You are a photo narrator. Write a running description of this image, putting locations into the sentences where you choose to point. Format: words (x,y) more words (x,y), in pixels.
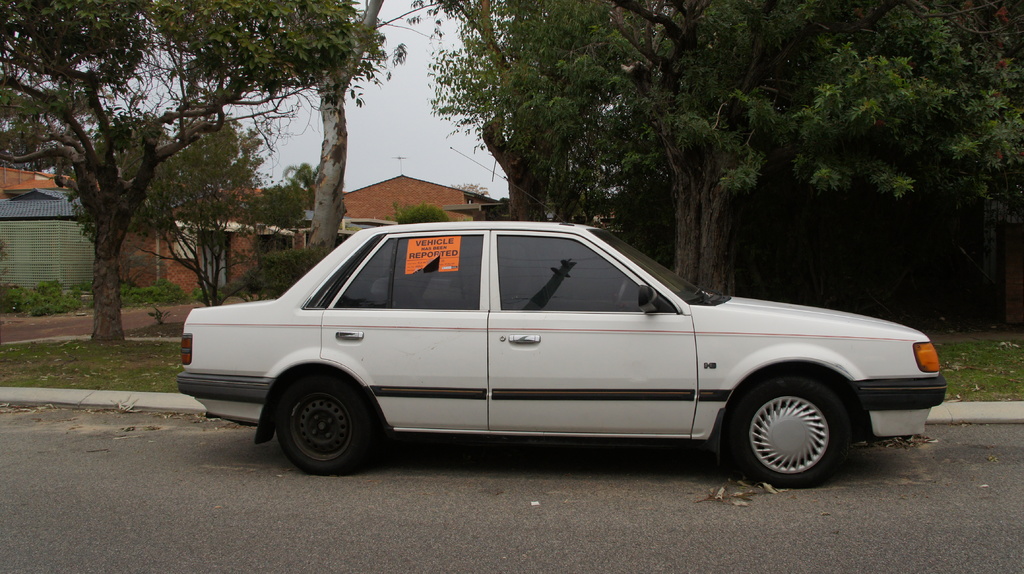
Here in this picture we can see a white colored car (421,345) present on the road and beside that we can see some part of ground (121,357) is covered with grass (983,386) and we can also see plants (242,285) and trees (234,168) present and in the far we can see houses (189,288) present and we can see the sky (425,140) is cloudy.
